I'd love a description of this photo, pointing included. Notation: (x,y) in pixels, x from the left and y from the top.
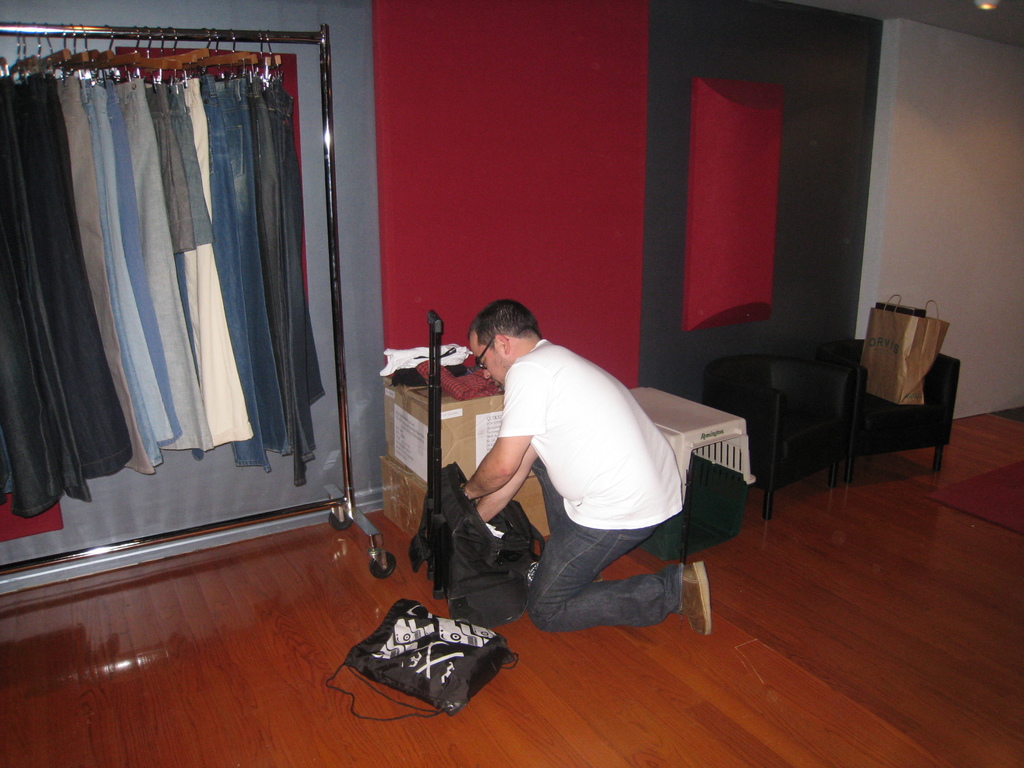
A man (590,577) is standing on his knees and packing the bag (477,554) beside him there is a bag (441,671), carton boxes (457,443) and chairs (866,438). In the background (63,261) we can see wall (453,236) and clothes (185,251) hanging on a pole (323,49).
